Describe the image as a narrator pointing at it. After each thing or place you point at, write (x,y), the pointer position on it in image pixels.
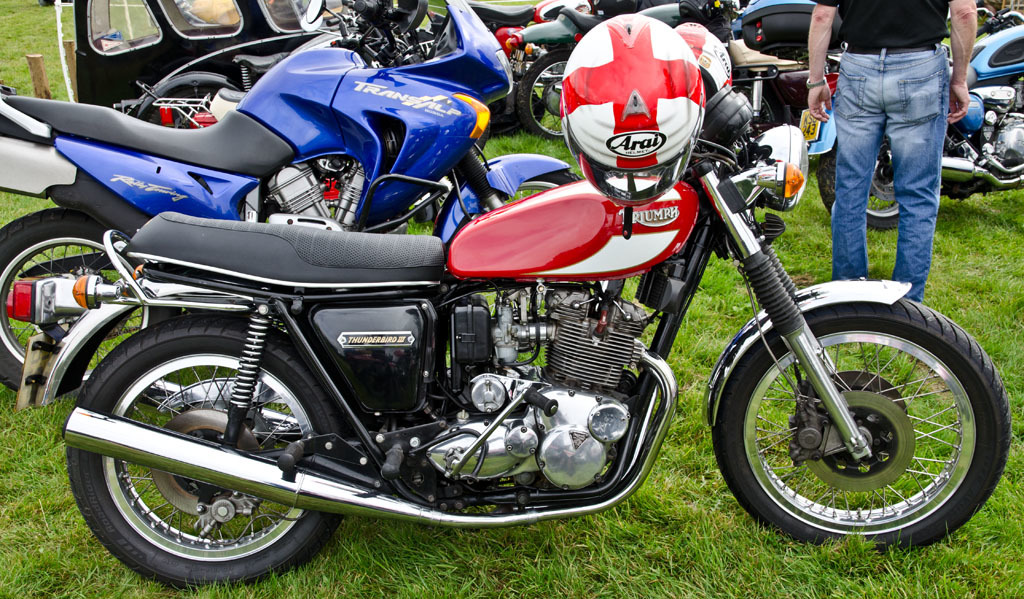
In this picture we can see motorcycles (607,368) and a person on the ground (870,579).
